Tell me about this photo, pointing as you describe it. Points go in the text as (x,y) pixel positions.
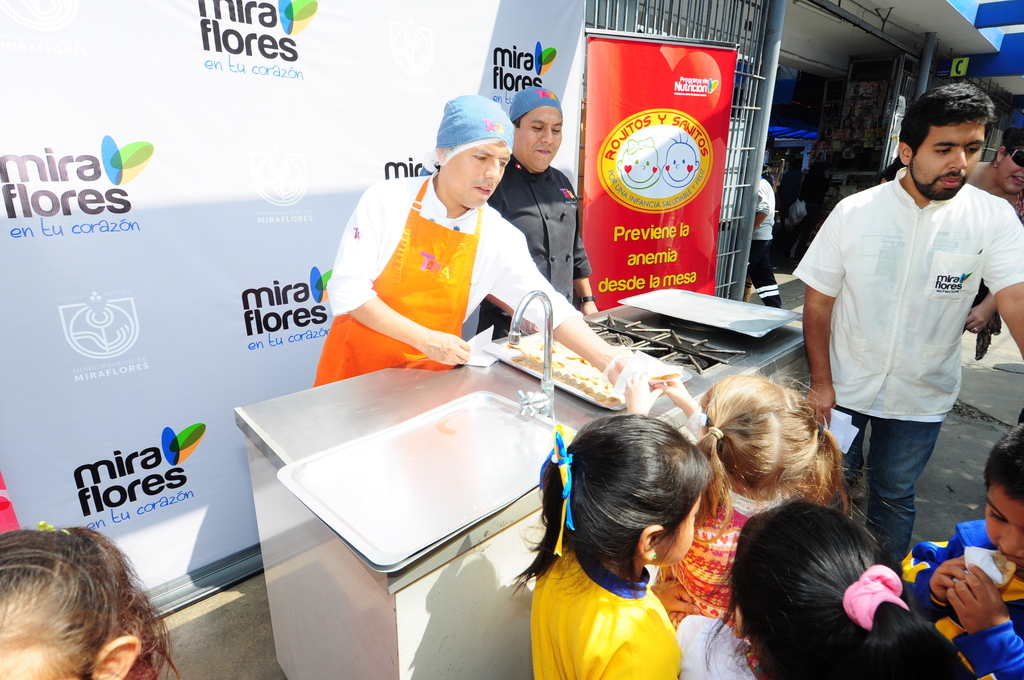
In this picture we can see a group of people (893,637) standing on the ground (965,413) and in front of them on the table (476,378) we can see a tap (539,400), tray (413,451), food items (583,363) on it and in the background (371,48) we can see a person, banners (528,76) and some objects (847,74).
